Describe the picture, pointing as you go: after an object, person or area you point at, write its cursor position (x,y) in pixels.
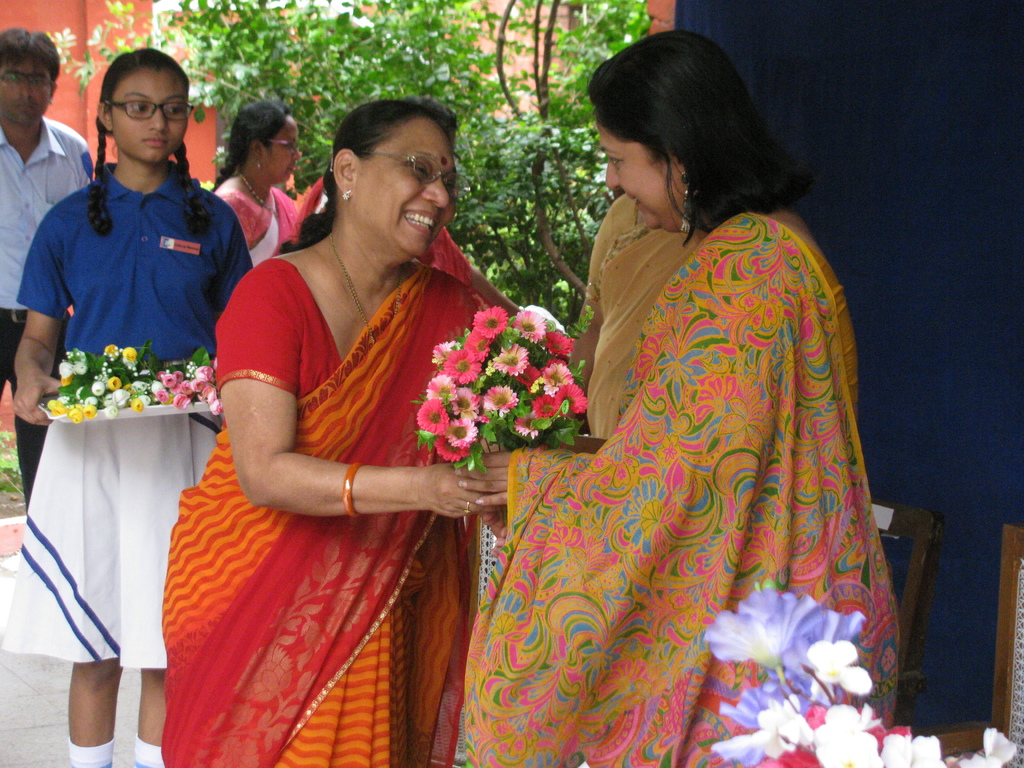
In this picture there are two women (613,447) standing and holding a bouquet (509,400) in their hands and there is a girl (168,225) wearing school dress (119,208) is standing and holding few flowers (128,369) which are placed on a tray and there are two persons (47,186) and few trees (331,76) in the background (338,76).
